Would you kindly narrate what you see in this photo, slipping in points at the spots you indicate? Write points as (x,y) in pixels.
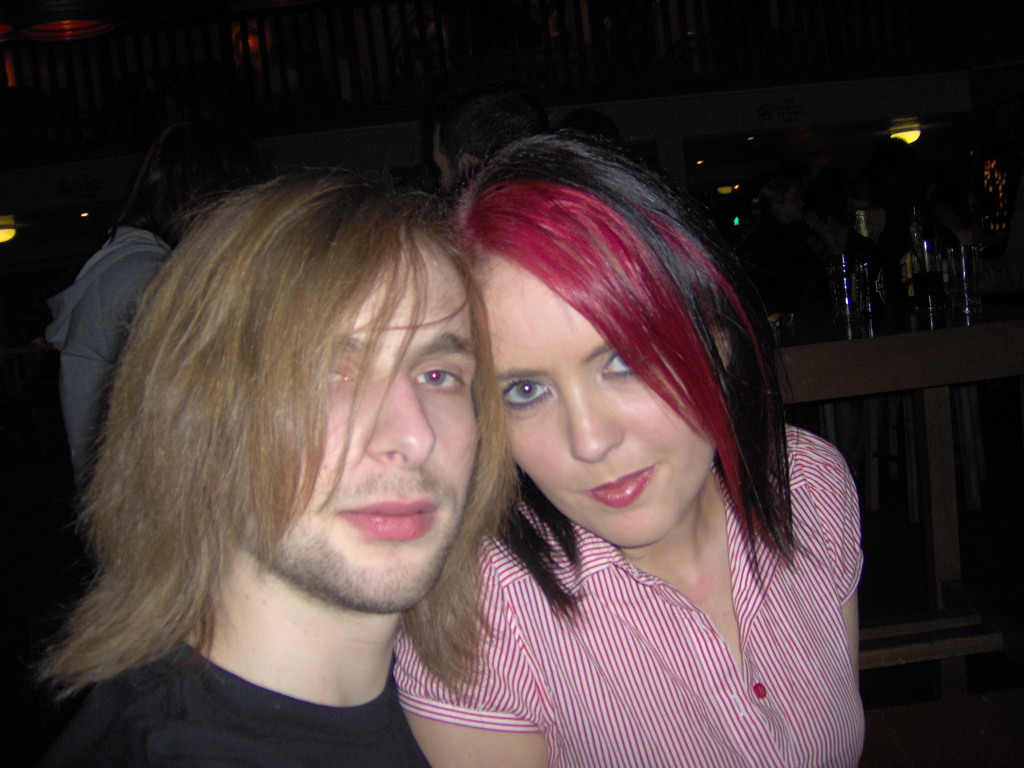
There are two persons (497,576) standing as we can see at the bottom of this image (528,626). There are some bottles (871,313) kept on a table (879,340) is on the right side of this image (930,311), and there is one person (174,206) standing behind to this persons (164,348).
